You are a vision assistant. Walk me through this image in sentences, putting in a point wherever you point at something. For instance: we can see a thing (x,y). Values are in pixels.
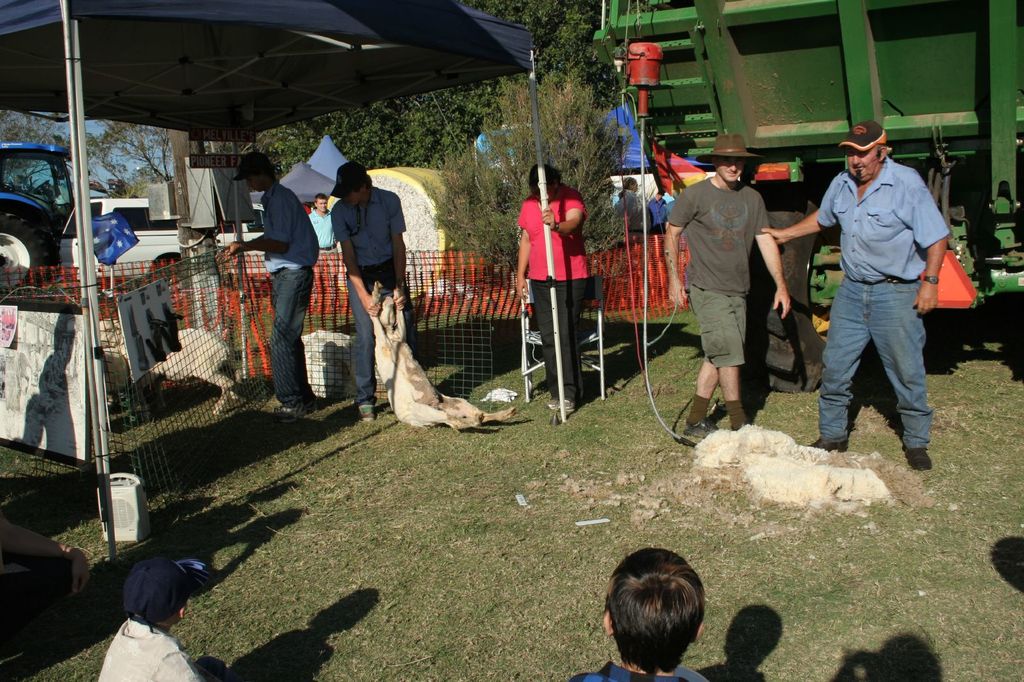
In this image, we can see people (17,622), mesh (231,383), boards (32,415), poles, tent (267,34), vehicle (987,107), plants (599,197), chair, grass (619,334) and animals (120,368). In the background (479,106), there are trees (446,101), vehicles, tents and people (630,203). In the middle of the image (369,283), we can see a man (383,242) holding an animal (417,384) and a woman (563,299) holding a rod (547,244). On the right side of the image (915,283), we can see a person (857,234) touching another person (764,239). At the bottom of the image (27,604), we can see people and shadows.
